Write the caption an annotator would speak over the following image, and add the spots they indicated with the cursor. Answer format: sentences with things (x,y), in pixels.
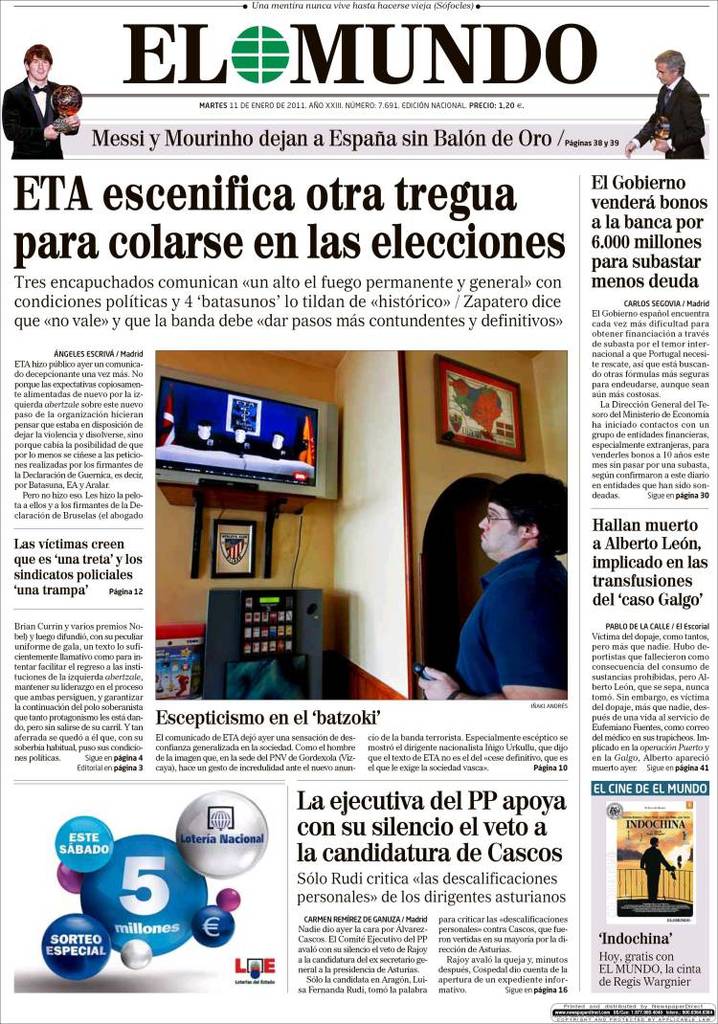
In this picture I can see there is a newspaper (713,212) and there is picture (32,104) of men (32,104) on the news paper (387,504). There is a person (517,557) standing and holding a television remote (417,670). There is something written on it.
